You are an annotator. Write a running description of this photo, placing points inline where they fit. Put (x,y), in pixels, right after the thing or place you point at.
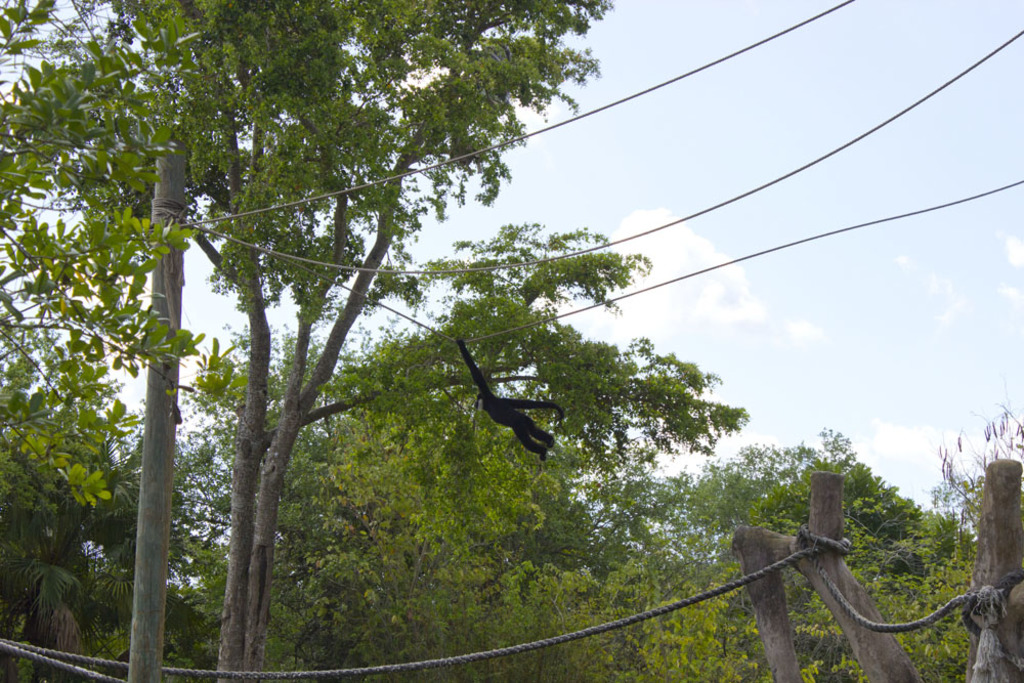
As we can see in the image there is a clear sky (746,218) and this side there are lot of trees (331,503) and the monkey (522,423) is holding a rope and hanging on it and there is a rope (944,612) tied to a tree log (782,616).
